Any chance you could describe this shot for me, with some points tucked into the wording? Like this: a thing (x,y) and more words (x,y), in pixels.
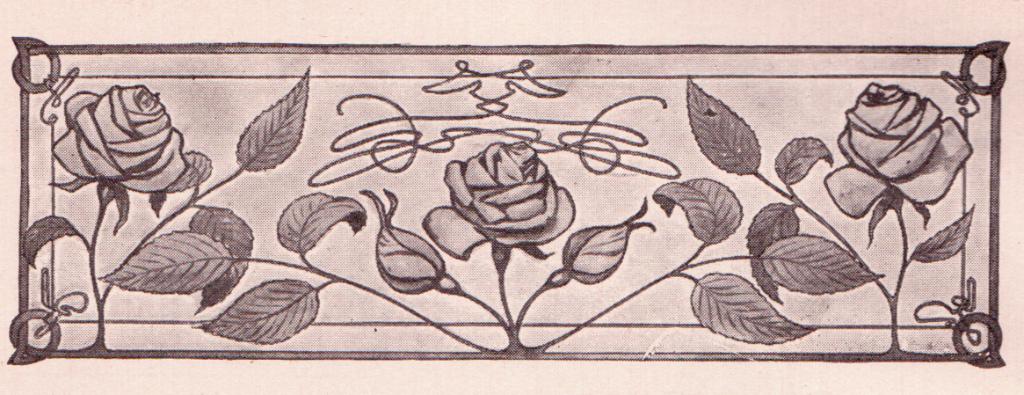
The picture is a floral design, in the picture there are roses (113,162) and leaves (259,122).
